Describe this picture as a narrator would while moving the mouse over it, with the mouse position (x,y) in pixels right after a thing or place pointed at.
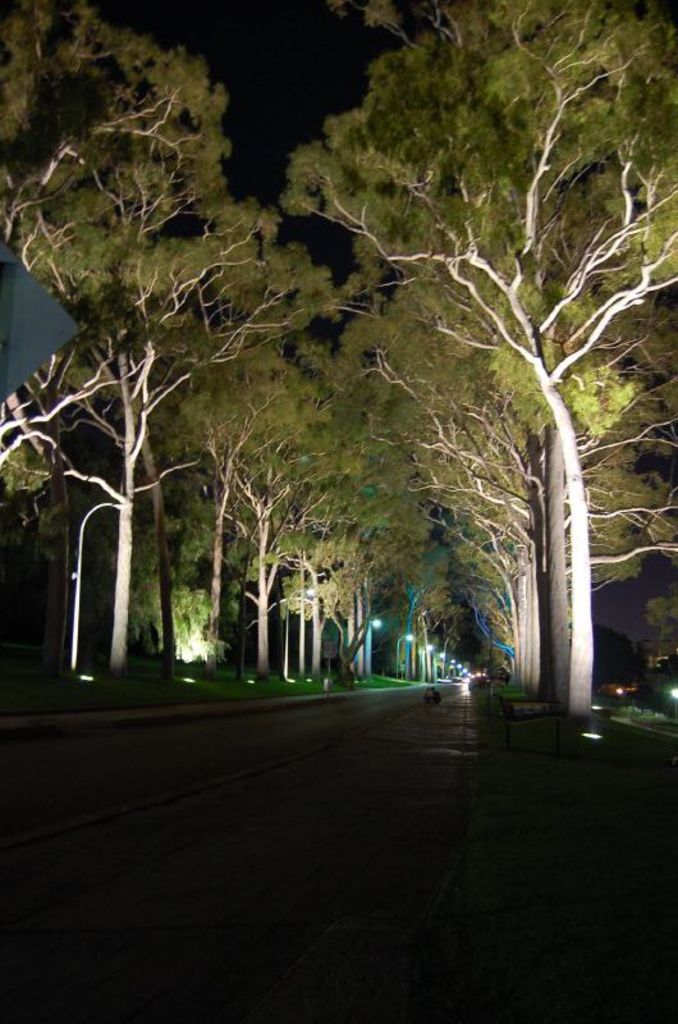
In this picture we can see few trees (304,545), poles (79,561) and lights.
